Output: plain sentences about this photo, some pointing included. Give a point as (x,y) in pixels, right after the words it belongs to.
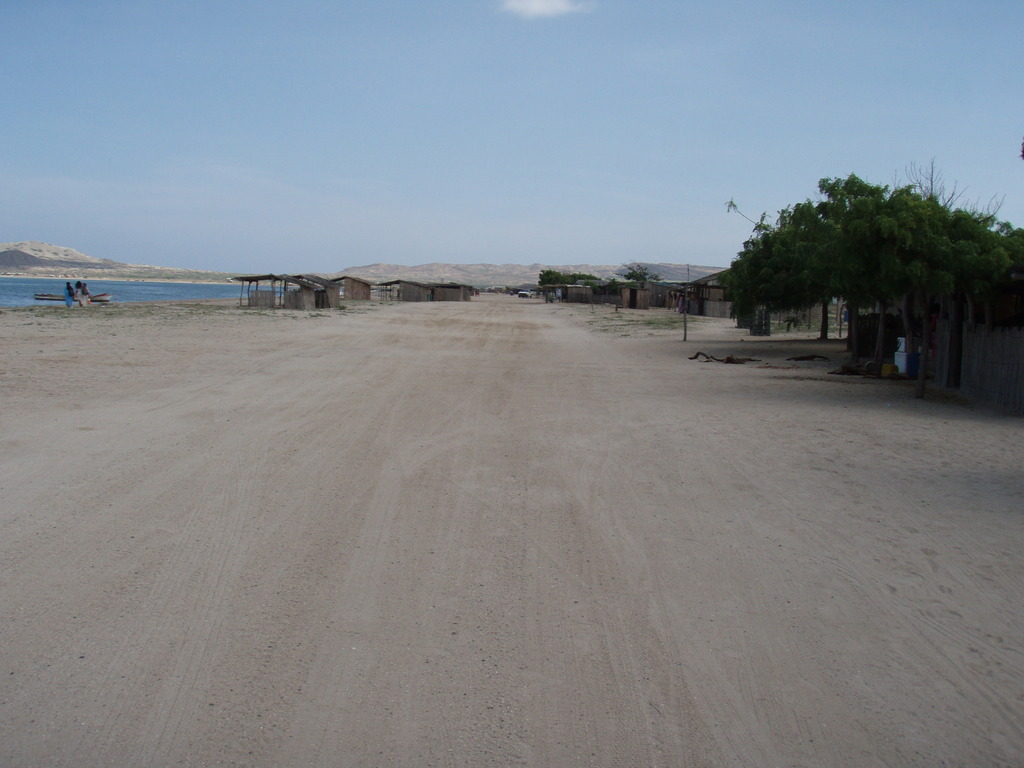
Far we can see houses (286,294), trees (793,292), mountains (51,243) and water (180,296). Sky (361,213) is in blue color.
